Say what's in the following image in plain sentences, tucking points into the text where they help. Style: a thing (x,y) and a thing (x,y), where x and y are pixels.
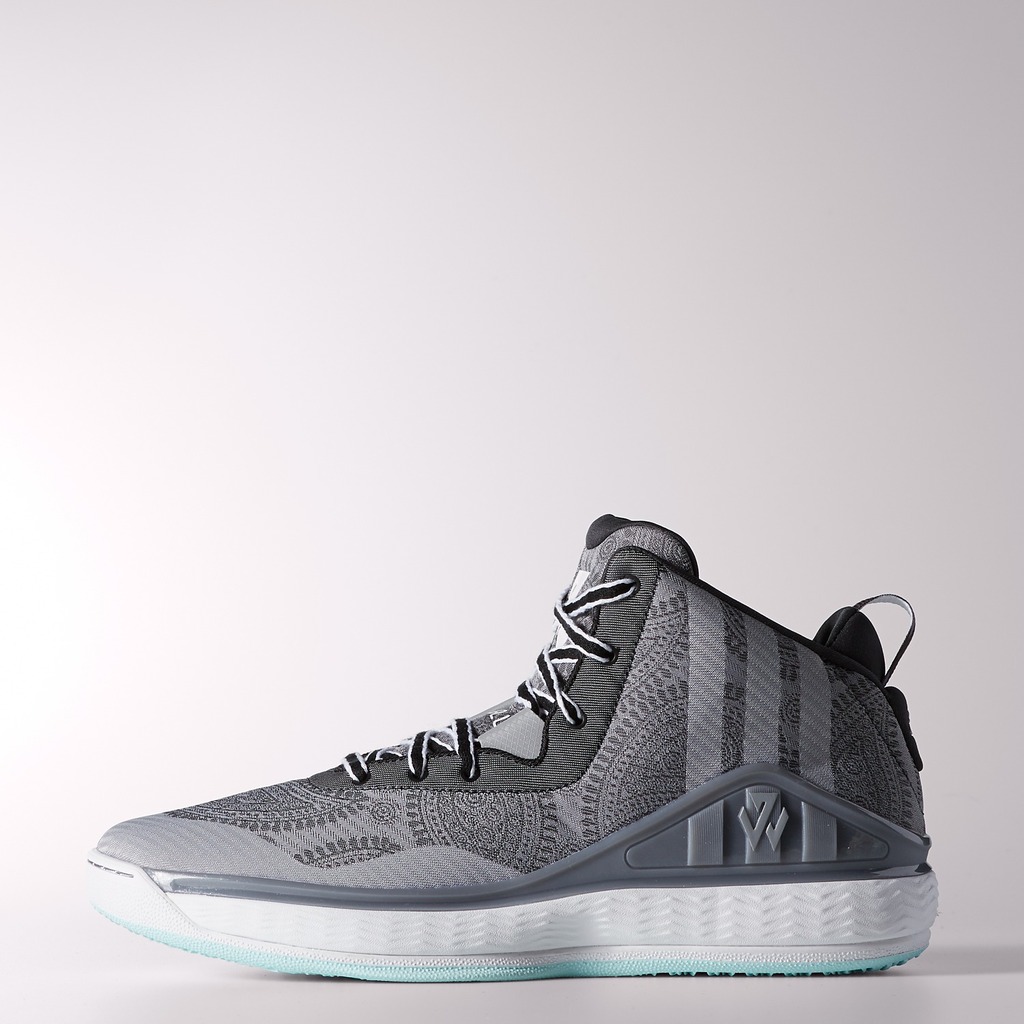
We can see shoe (697,866). In the background (84,921) it is white.
